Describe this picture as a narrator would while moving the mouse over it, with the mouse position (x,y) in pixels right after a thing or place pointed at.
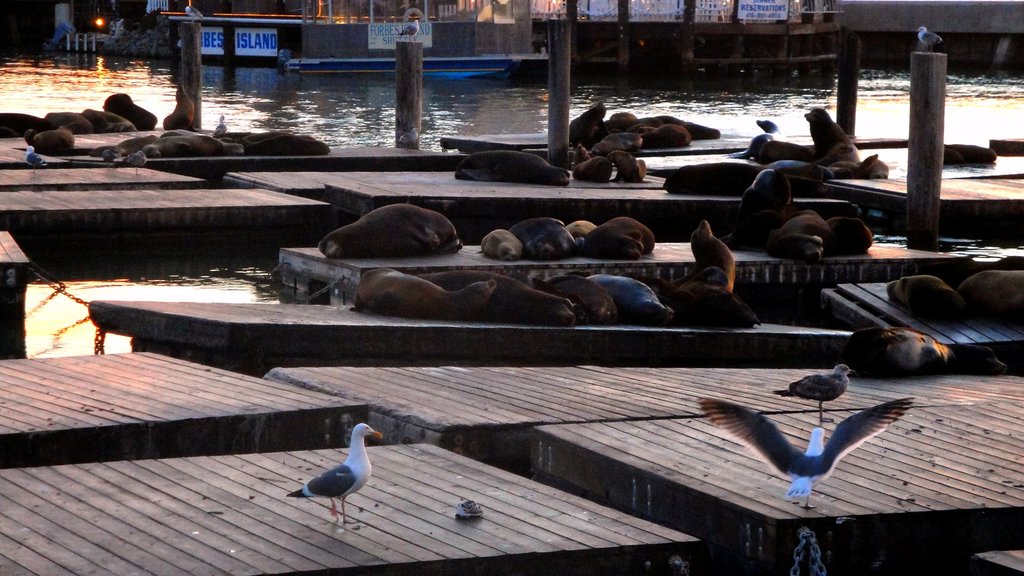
Here we can see seals (997,296) and birds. This is water (516,132). In the background (239,33) we can see a light (264,16), posters (384,44), and buildings (717,14).
